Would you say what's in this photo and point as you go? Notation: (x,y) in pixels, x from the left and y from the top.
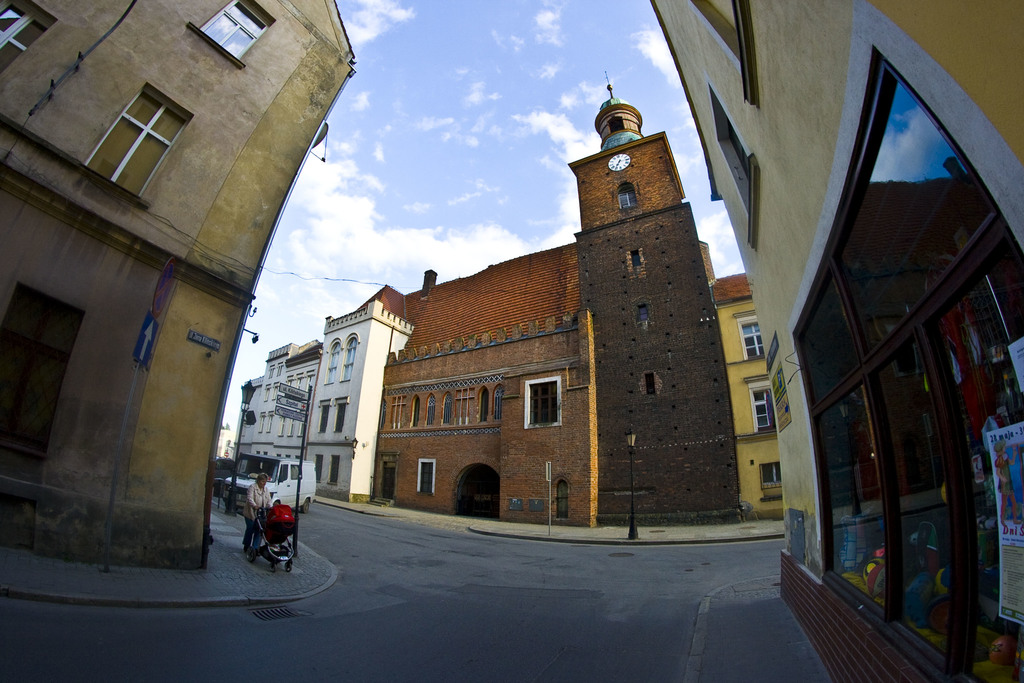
In the image we can see there are many buildings (373,301). This is a road (531,599) and on the road (514,586) there is a vehicle (307,491). This is a light pole (240,444), board (288,414), clock (612,164) and a cloudy sky (371,220). We can even see there is a person (250,519) wearing clothes (249,534).
